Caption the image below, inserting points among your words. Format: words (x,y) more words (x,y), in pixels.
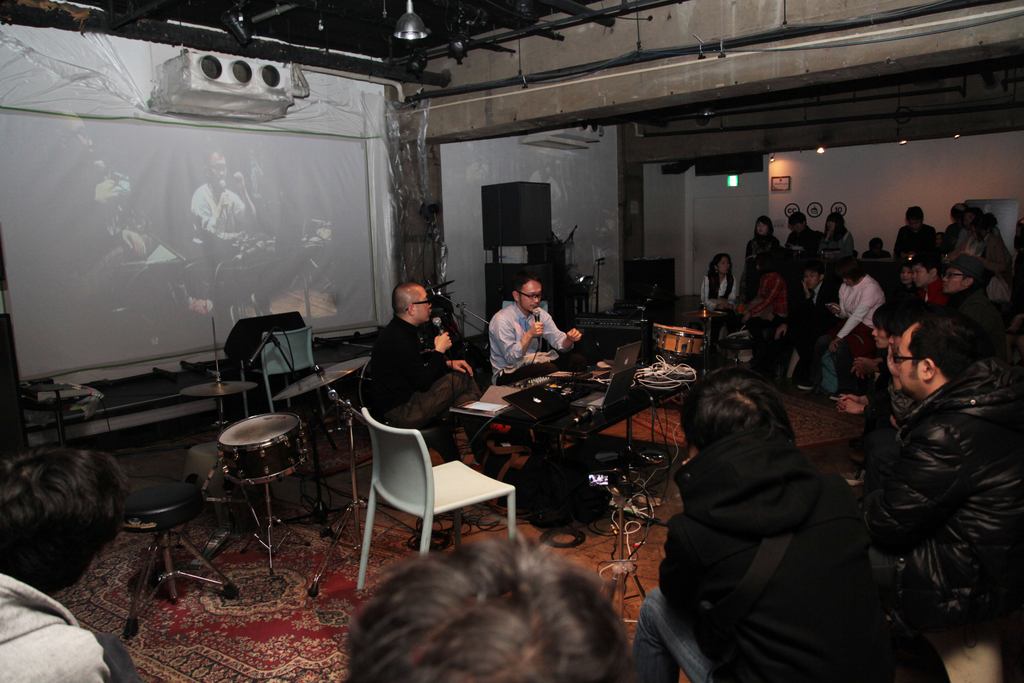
On the right side (885,397) there are many people (872,291) sitting and standing. In the middle (512,347) two persons (501,334) are sitting holding a mic (435,324). Also there is two other chairs (370,496). In front of them there is a table (560,397). On the table (557,392) there are laptops (610,378), wires (648,373) and books (496,400). Also there is a drum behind them. On the floor (664,471) there is a carpet (257,627), bags (580,474) and some other items (595,479). In the background (225,232) there is a screen (221,208). Also there is an air conditioner (235,71) on the wall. On the wall (625,69) there are pipes (792,45).
